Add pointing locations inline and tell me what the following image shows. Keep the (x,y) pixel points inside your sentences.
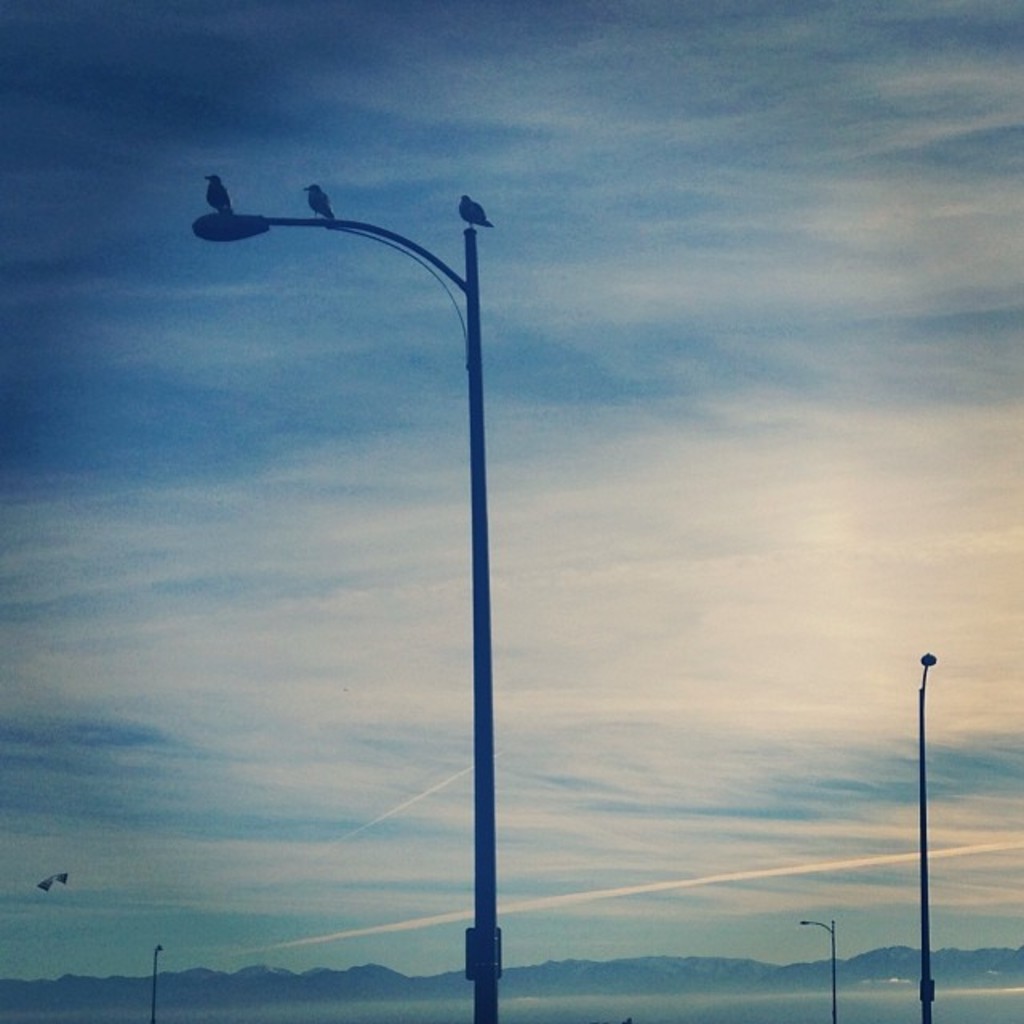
In the image we can see light pole (477,403) and on the light pole (341,223) there are birds (315,204) sitting, there is a cloudy sky (719,464).
